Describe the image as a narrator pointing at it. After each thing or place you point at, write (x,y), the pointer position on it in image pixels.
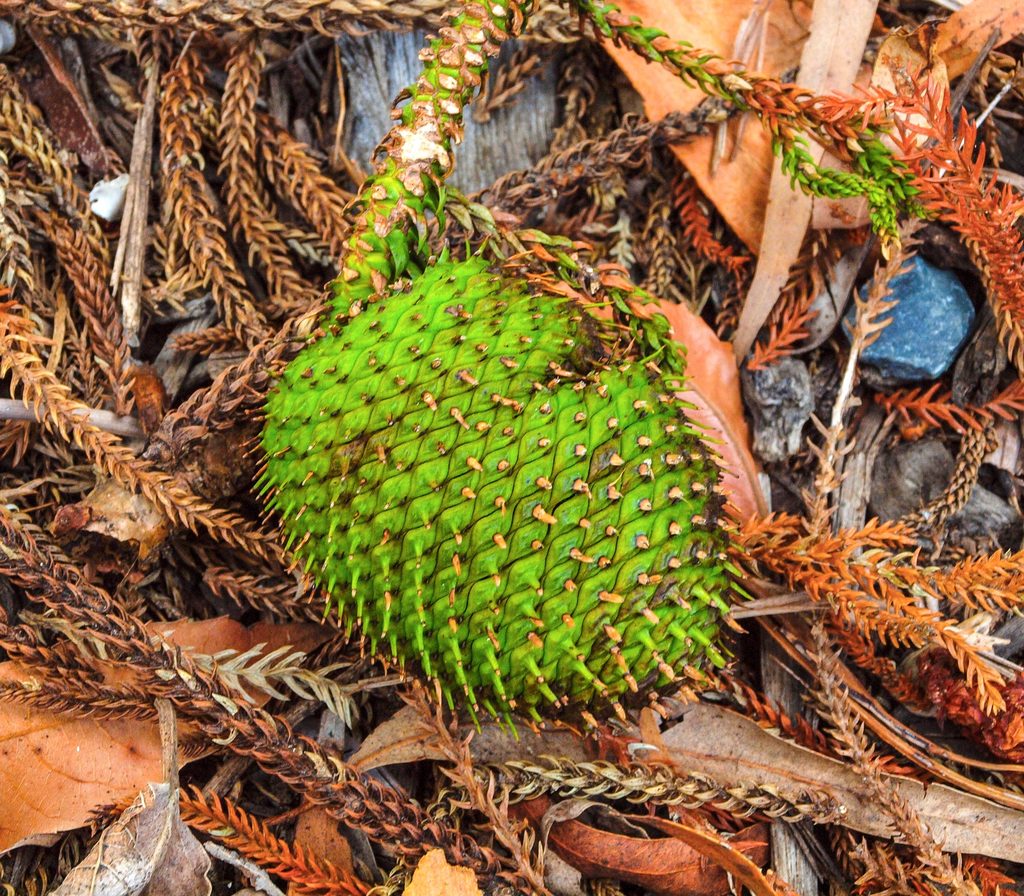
In this image in the center (429,451) there is fruit (424,444), and also there are some dry leaves (408,739) and some stones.
